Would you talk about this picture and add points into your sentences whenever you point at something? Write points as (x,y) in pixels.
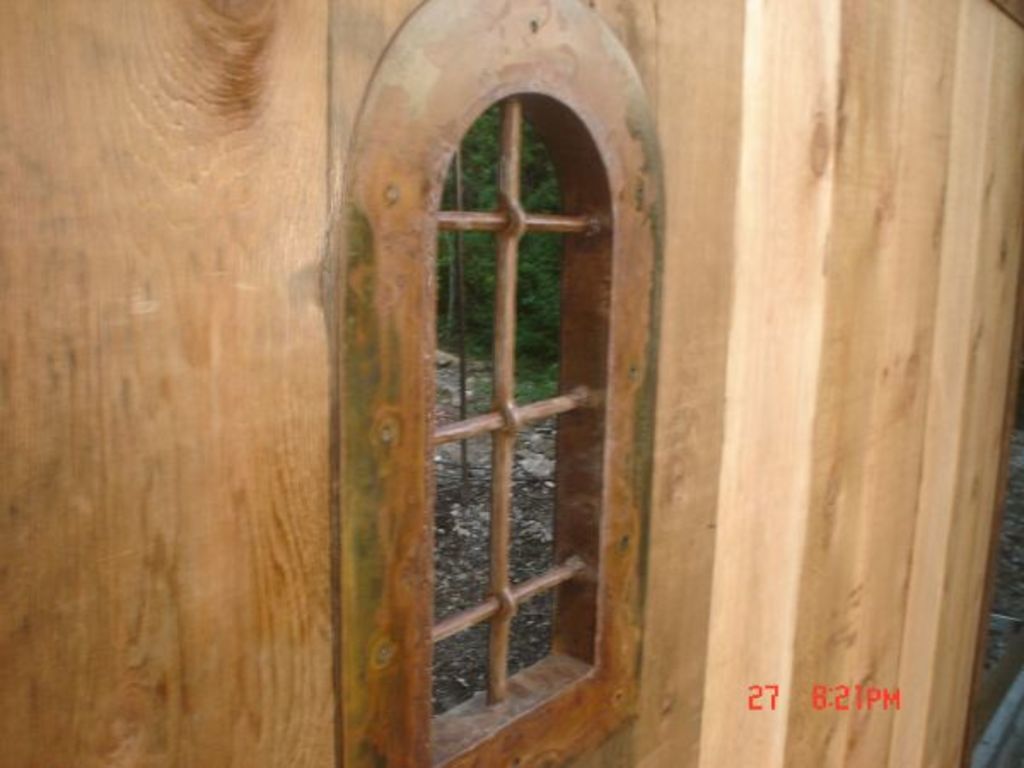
In this image in the front (635,319) there is a wooden partition (718,426) and there is a window (522,458). Behind the wooden partition (761,578), there are trees (495,190) and there is a pole (460,372).
